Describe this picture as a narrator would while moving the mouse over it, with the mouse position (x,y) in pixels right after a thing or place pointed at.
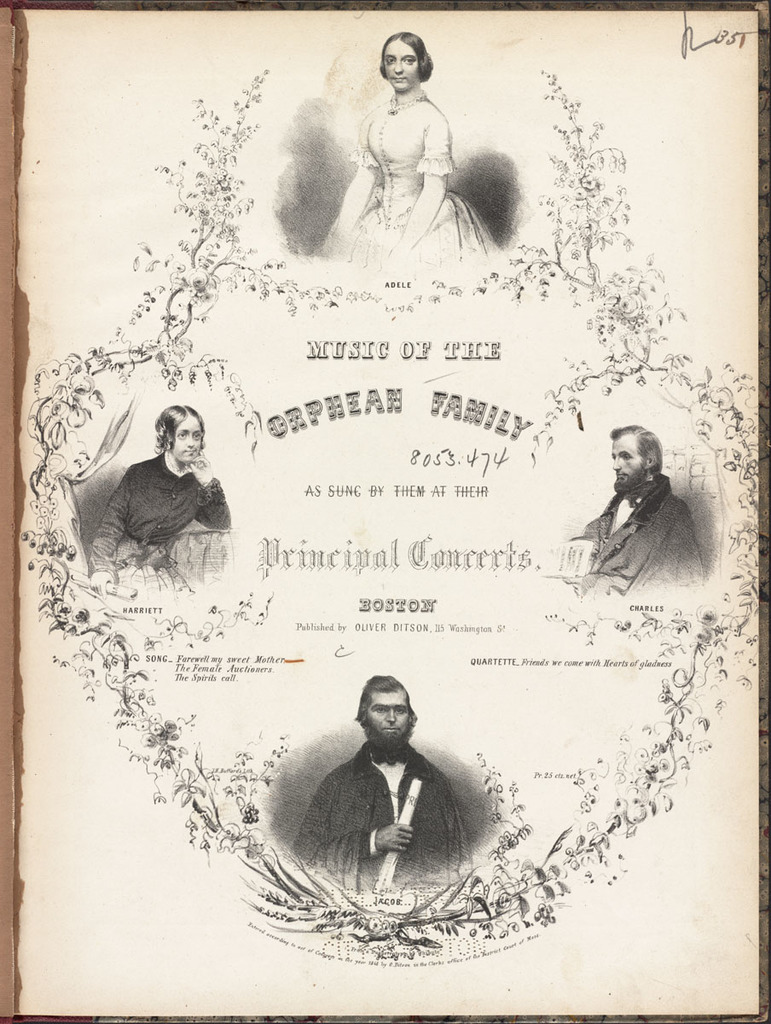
In this image I can see the paper (262,663). On the paper (409,743) there are four people (202,455) with the dresses (429,826) and there is a text (311,420) written in-between these people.
